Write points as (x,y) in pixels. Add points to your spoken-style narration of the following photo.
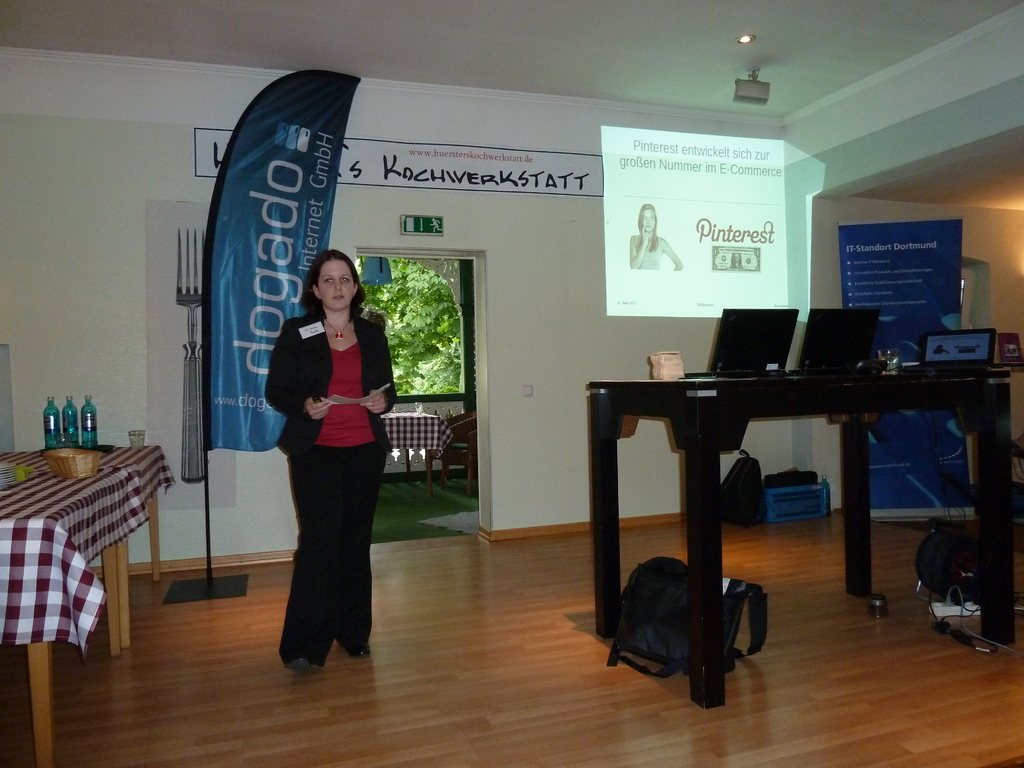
This is the woman (336,455) holding a paper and standing. She wore T-shirt (346,375), jacket (308,380), trouser (329,570) and shoes (359,651). This looks like a flag (258,219) hanging to the pole (208,383). I can see a table (112,561) covered with a cloth (100,507). This looks like a basket (70,465), three bottles (93,435) and a glass (138,445) are placed on the table (51,499). I think this is a hoarding (907,312). These are the bags (744,483) placed on the floor (815,647). This is a table (917,381) with three laptops (820,359) on it. I think this is the screen (685,213). This is the poster (164,321) attached to the wall (104,346). This looks like a balcony (434,475). Here is another table (428,435) with a cloth (425,433) on it. These are the chairs (460,438). I can see the trees (414,316) through the balcony (412,319).
